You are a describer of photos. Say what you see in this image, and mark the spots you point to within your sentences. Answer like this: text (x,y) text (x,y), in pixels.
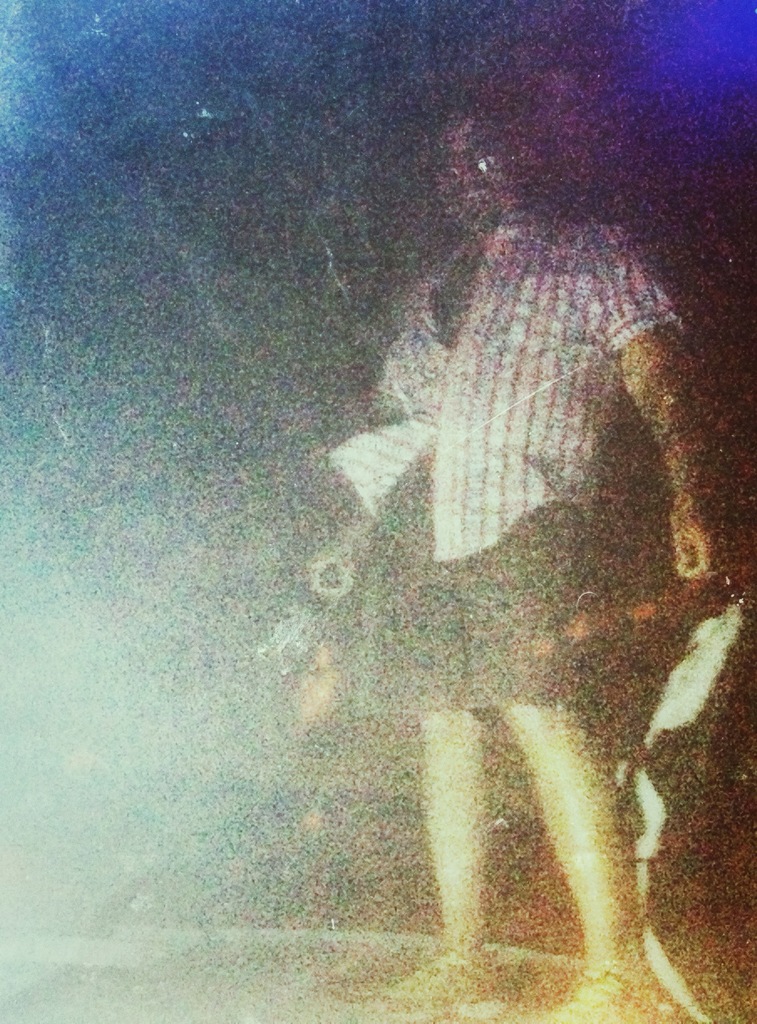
In this image we can see a person (456,465) standing and the image is not clear.
